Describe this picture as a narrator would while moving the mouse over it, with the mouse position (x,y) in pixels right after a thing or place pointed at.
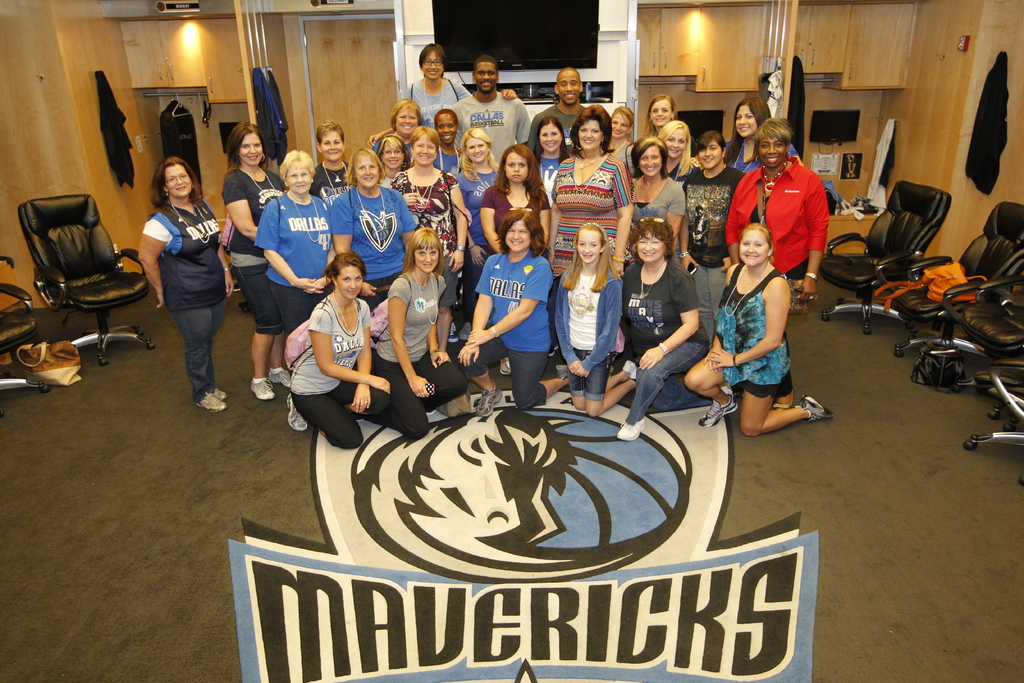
In this image there are group of people (391,232) in the room (61,319). There is a chair (105,296) and the bag (72,375) on the floor (244,510). At the background (428,29) there is a television (518,22) and a light (187,42) and a rack (174,106) on a wooden wall (121,53).
